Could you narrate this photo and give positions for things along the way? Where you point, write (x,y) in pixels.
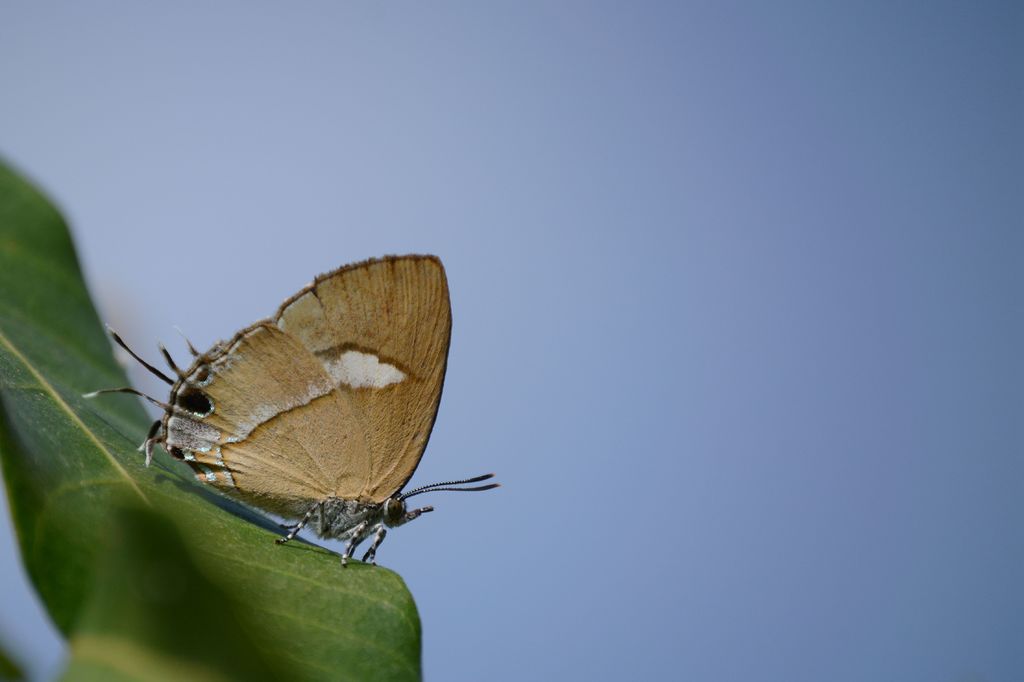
In this image I can see green colour leaf (118,526) and on it I can see an insect (379,479) of brown colour. I can also see blue colour in background (614,231).
